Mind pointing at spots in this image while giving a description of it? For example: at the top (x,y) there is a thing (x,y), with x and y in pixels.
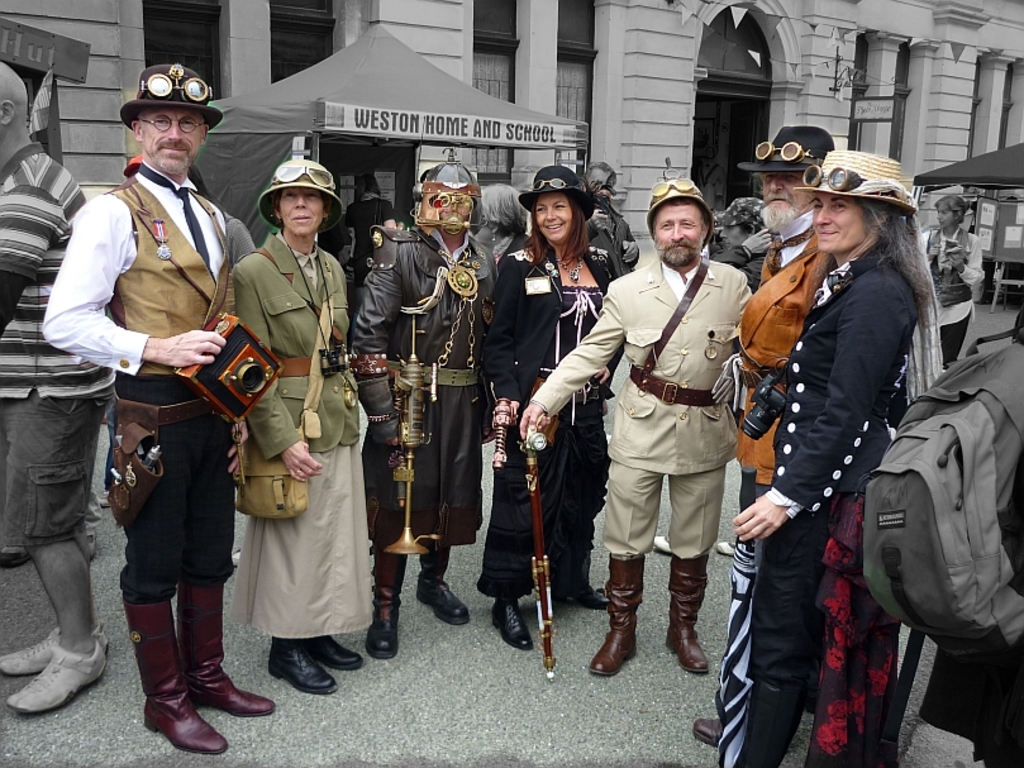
In this image, we can see persons (857,369) standing and wearing clothes (481,584). There is a tent (476,145) in front of the building (651,86). There is a bag (949,449) on the right side of the image (975,423). There is a person (695,490) in the middle of the image (538,422) holding an object (550,646) with his hand (533,417).
